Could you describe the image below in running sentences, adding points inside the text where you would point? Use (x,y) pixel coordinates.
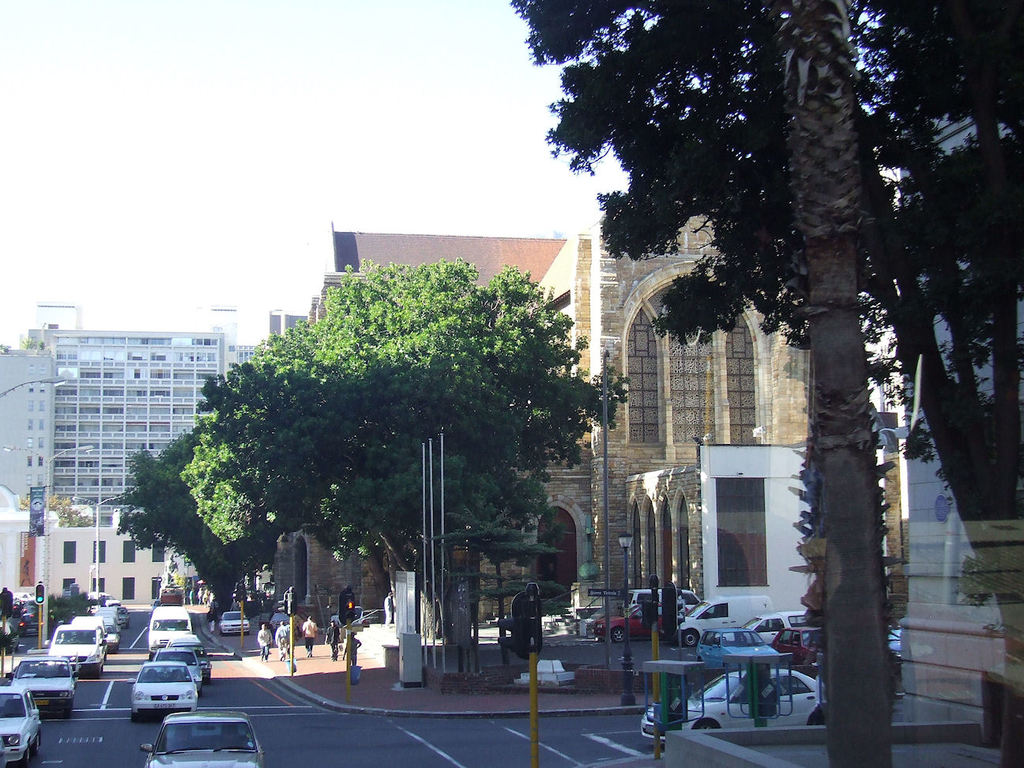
In this image we can see some vehicles (39,730) on the road (57,766) and there are few traffic lights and we can see some people (330,634) walking on the pavement (318,681). We can see some buildings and trees (866,716) and there are few vehicles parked near the building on the right side (719,635) and at the top (133,123) we can see the sky (131,108).
